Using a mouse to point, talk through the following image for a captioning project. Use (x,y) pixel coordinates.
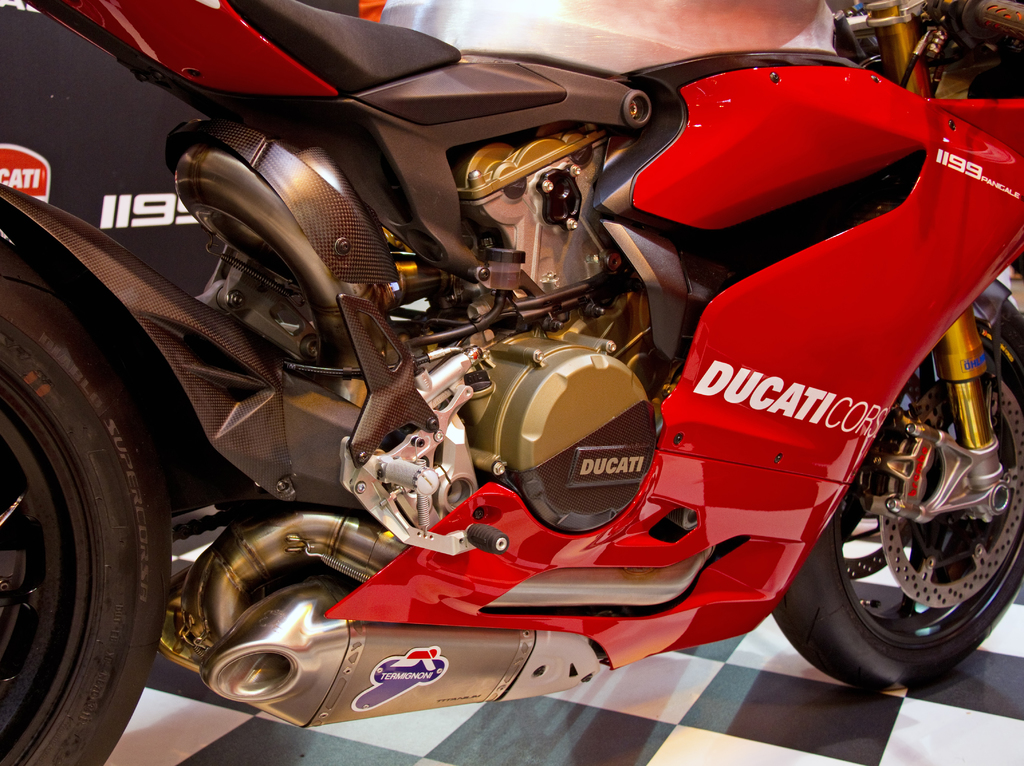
In the center of the image (490,446) we can see a bike (632,330) which is in red color. At the bottom (664,732) there is a floor (631,747).
